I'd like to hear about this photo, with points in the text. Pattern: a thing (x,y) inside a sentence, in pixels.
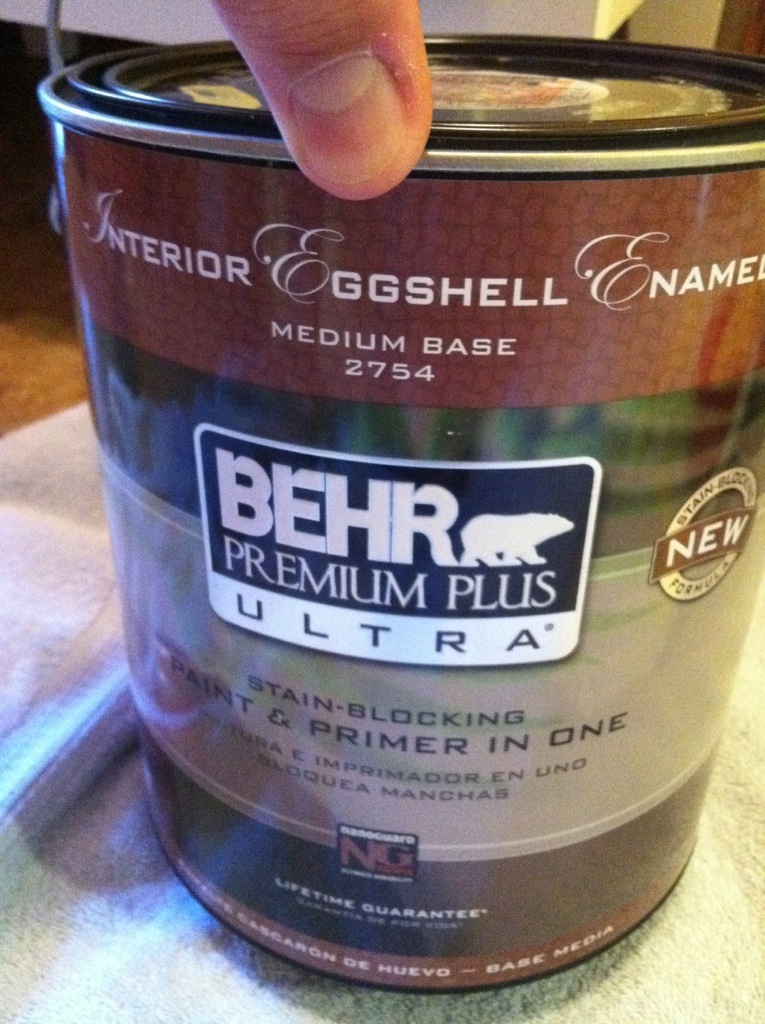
In this picture we can see a tin (383,683) on the platform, where we can see a person's finger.
